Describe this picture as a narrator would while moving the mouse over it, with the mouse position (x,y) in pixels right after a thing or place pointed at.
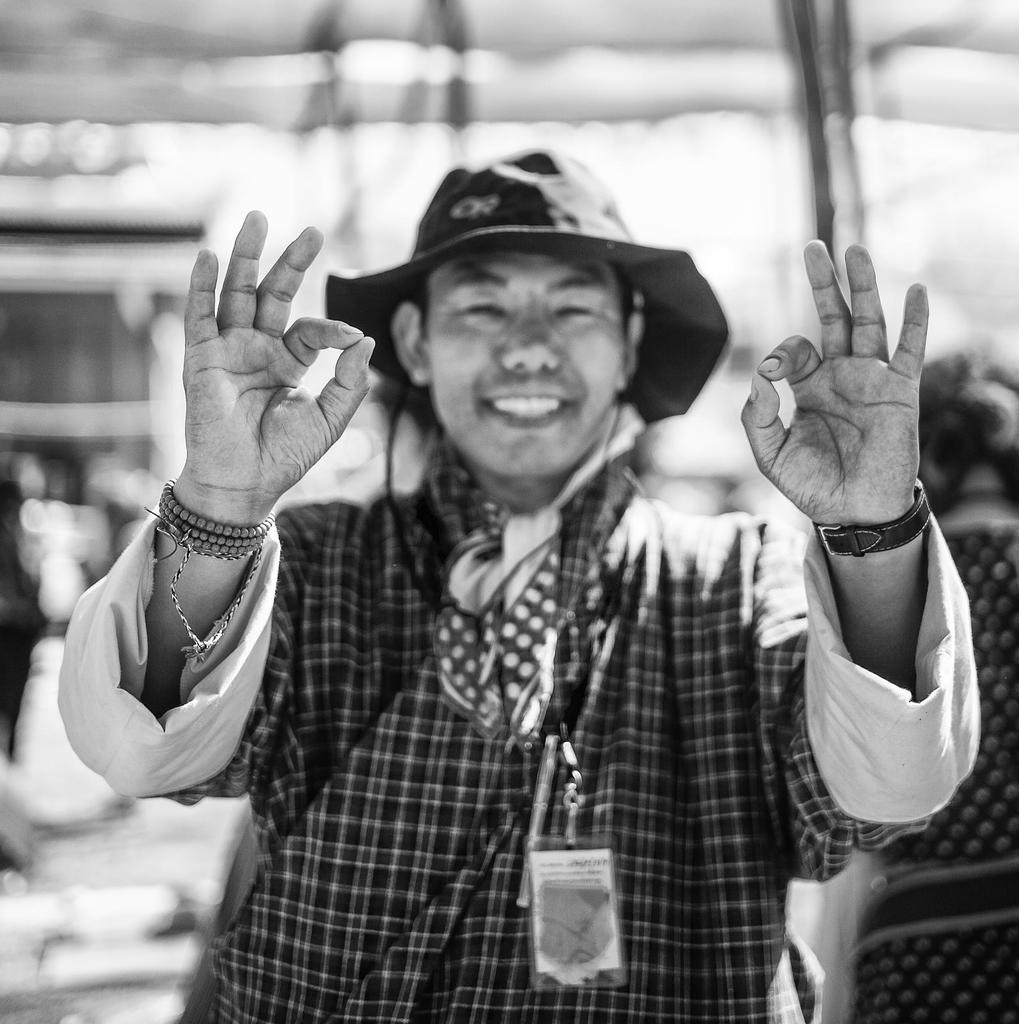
This is a black and white image. In this image there is a person (651,360) standing on the road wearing a hat (398,282). In the background (113,435) we can see building (122,393) and persons (976,466).
